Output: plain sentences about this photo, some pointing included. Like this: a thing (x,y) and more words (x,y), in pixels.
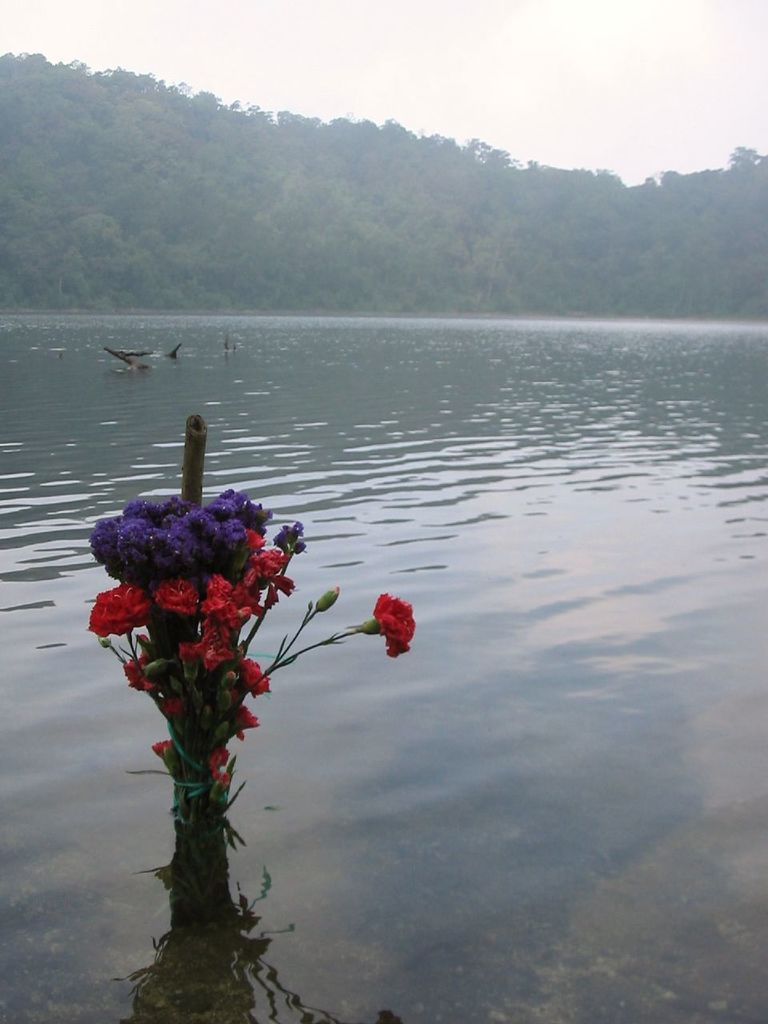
There is a lake (221,379) and in the front (147,694) there is a beautiful flower bouquet (199,610) with different colors of flowers (207,611) to it, in the background (369,198) there are lot of trees (599,181).
